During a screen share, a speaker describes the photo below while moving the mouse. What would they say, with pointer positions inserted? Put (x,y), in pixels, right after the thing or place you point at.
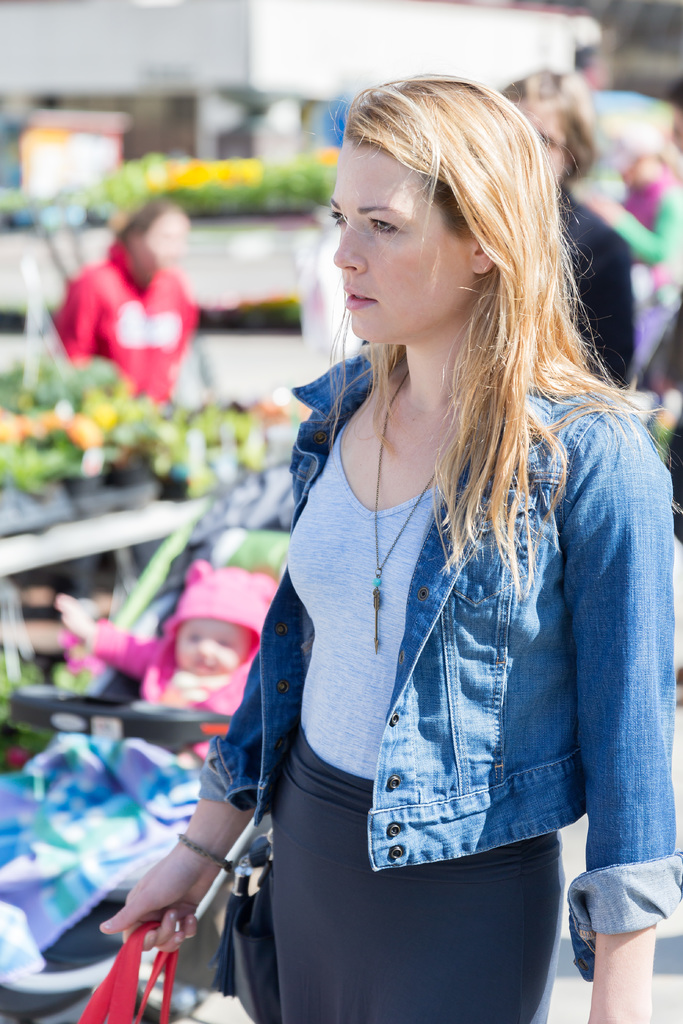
In this image at front (328,1008) there is a person (374,767) standing by holding the bag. Beside her there is a baby (225,573) in a walker (237,561). Behind her there are few other people (108,272). At the back side (152,429) there is a table (171,500) and on top of it there are plants (142,417).
